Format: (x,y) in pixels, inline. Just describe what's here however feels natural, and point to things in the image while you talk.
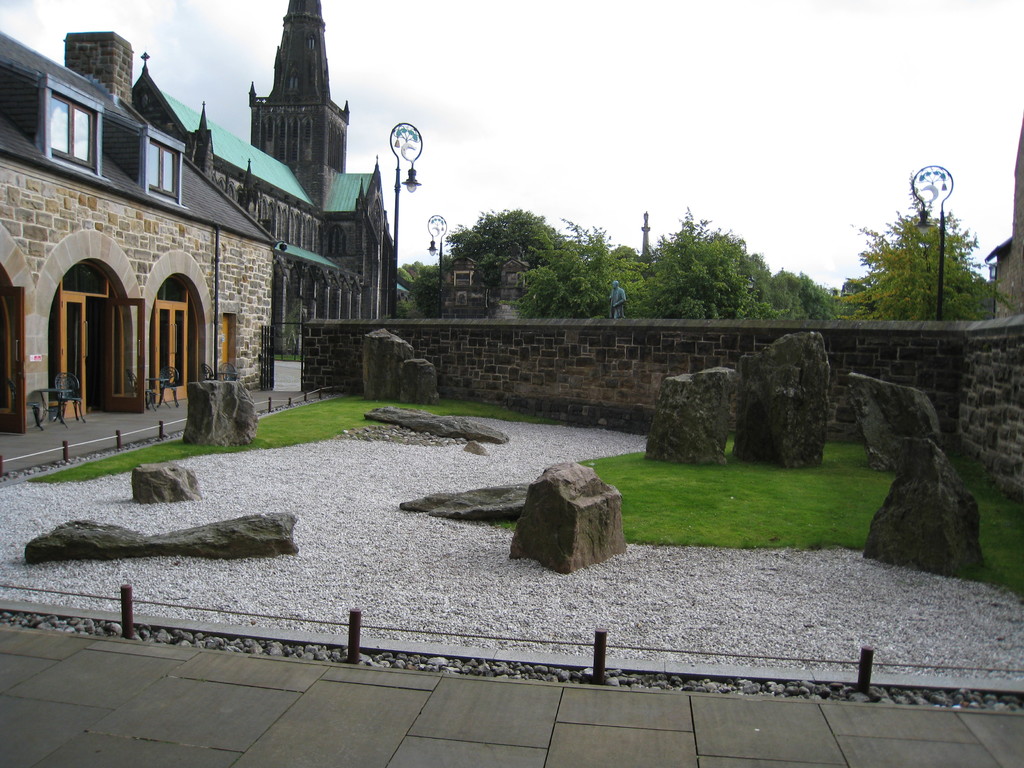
There is a floor (776,724) near a fencing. In the background (209,422), there are rocks (709,392), there is a road (525,430) near grass (858,454) on the ground (792,496), there is wall (847,363), buildings (269,173) which are having glass windows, lights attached to the poles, trees (989,293) and clouds (710,84) in the sky (710,84).
